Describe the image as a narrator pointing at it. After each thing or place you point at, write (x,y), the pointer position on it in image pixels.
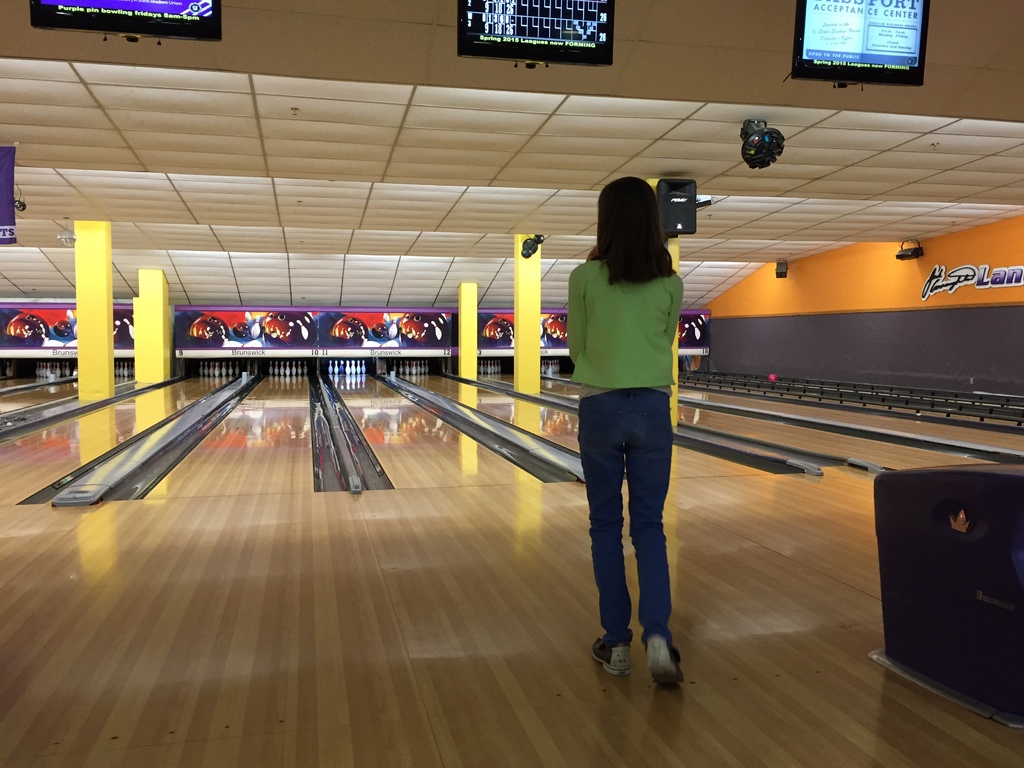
In this image we can see a woman (616,570) standing on the floor (538,664). We can also see a speaker box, some pillars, lights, some pictures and text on a wall (1023,393), a banner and the bowling alleys (570,378). On the top of the image (866,8) we can see the televisions (831,25) on a wall (734,87).
